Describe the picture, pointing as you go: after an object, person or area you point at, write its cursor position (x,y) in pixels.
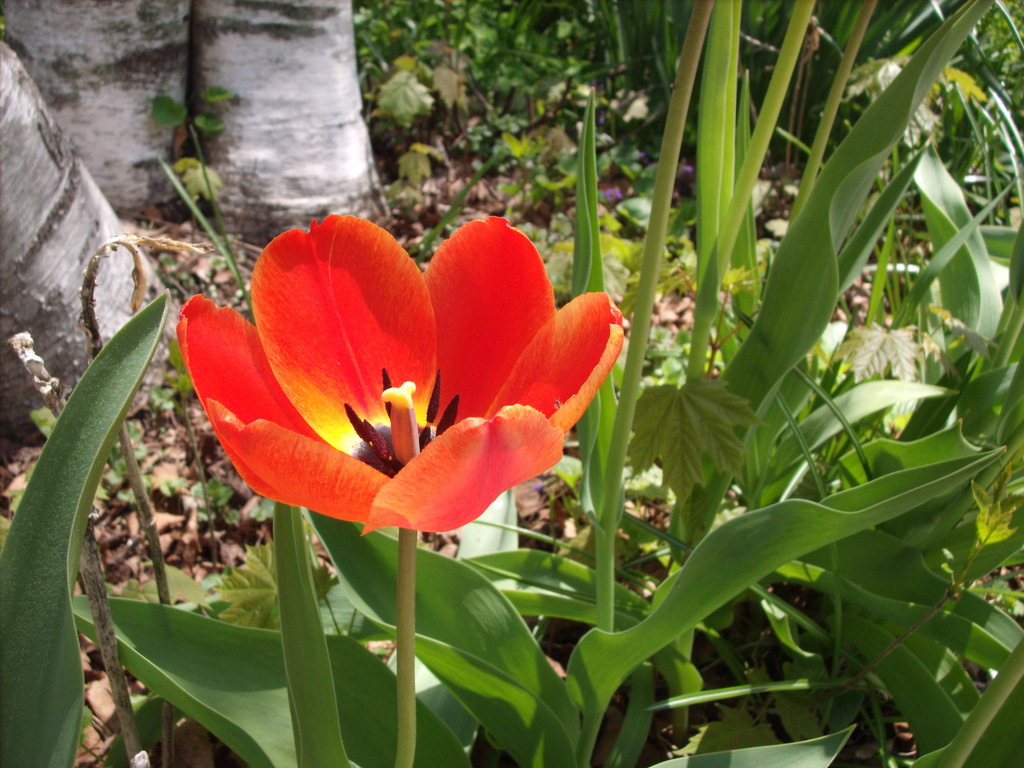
Here in this picture we can see a flower (380,475) present on the plant (1010,443) over there and we can also see trees (280,91) present over there.
